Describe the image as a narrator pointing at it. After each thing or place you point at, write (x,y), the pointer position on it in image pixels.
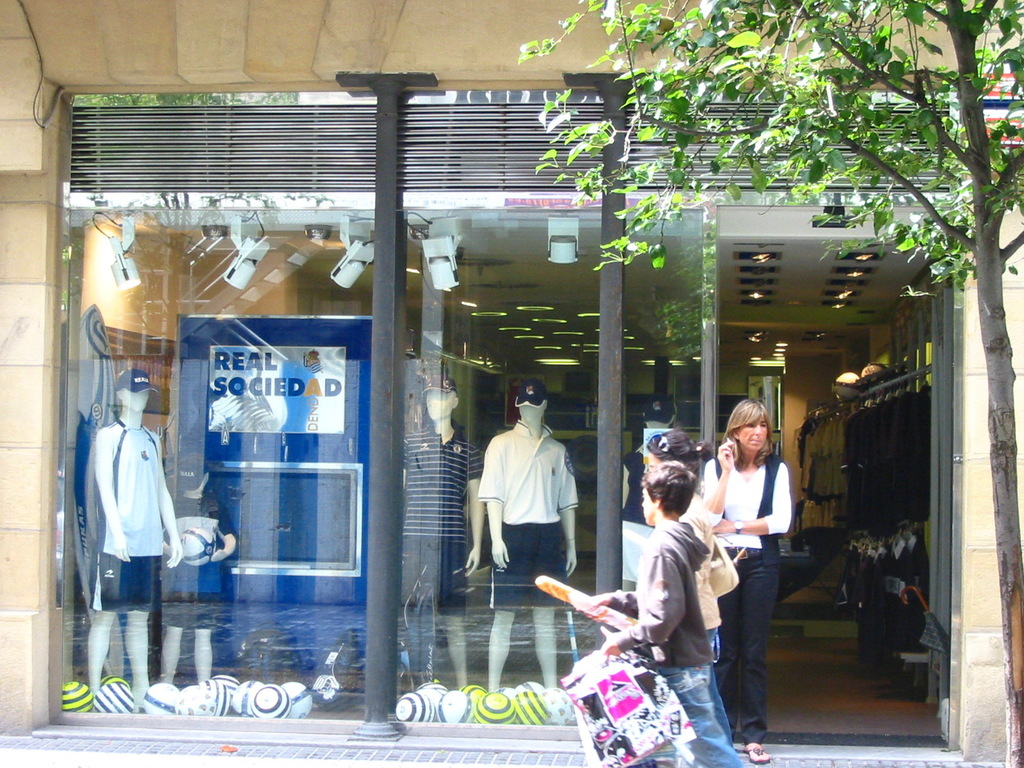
In this picture we can see a woman (744,523) wearing white t-shirt (738,505), standing in the front of the shop (602,480). Behind we can see the cloth shop (438,461) and some mannequin statue (527,465). On the top (567,241) we can see white tracking lights (570,255). On the right side (823,117) we can see small tree (949,152).
